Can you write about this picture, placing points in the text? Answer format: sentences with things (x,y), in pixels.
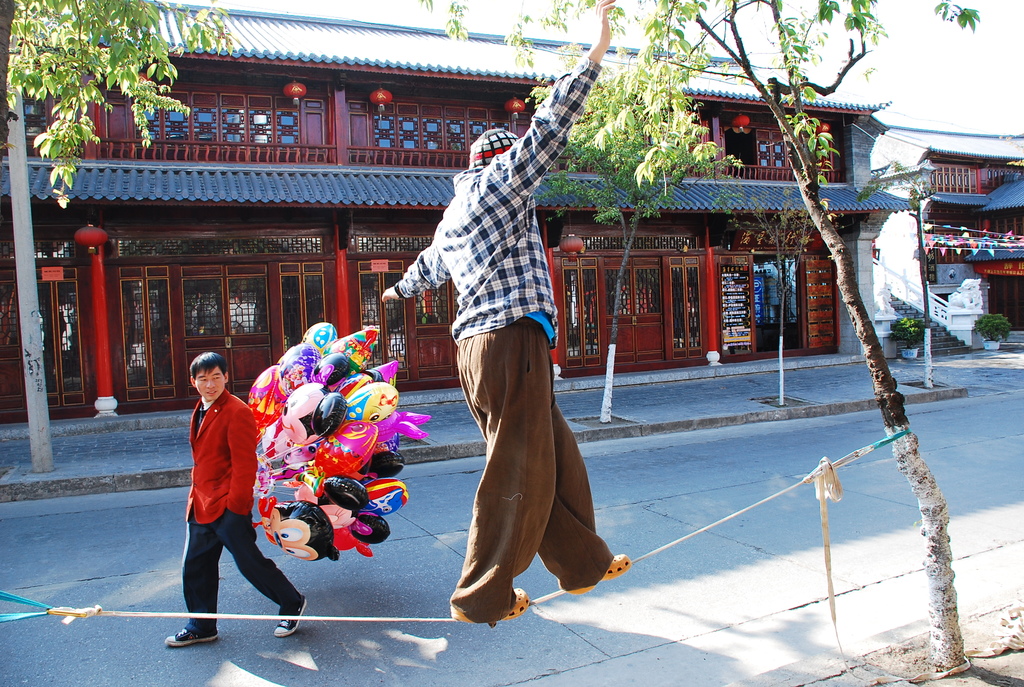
This man (534,496) walking on rope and we can see tree (924,513), this man (212,535) walking on the road (252,591) and holding balloons (333,444). In the background (276,164) we can see buildings (119,249), trees (781,358), plants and sky (960,48).
